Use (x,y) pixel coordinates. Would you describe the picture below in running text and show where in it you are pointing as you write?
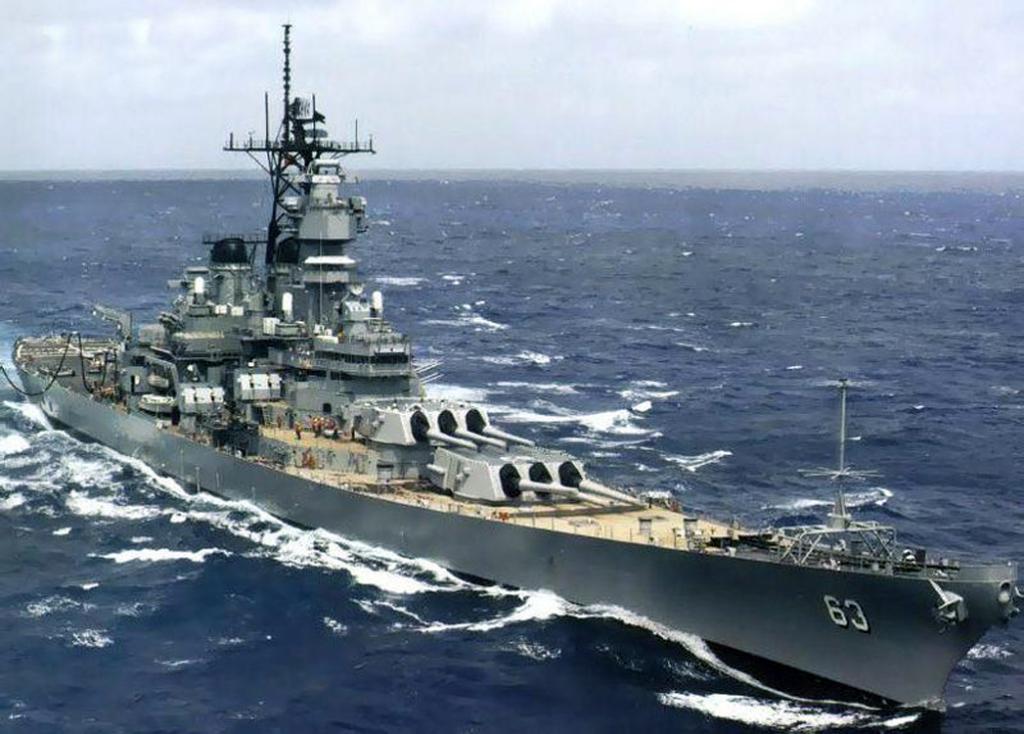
In this image, this looks like a naval ship (232,350), which is moving on the water (504,616). I think this is the sea (512,213). Here is the sky (596,88).
